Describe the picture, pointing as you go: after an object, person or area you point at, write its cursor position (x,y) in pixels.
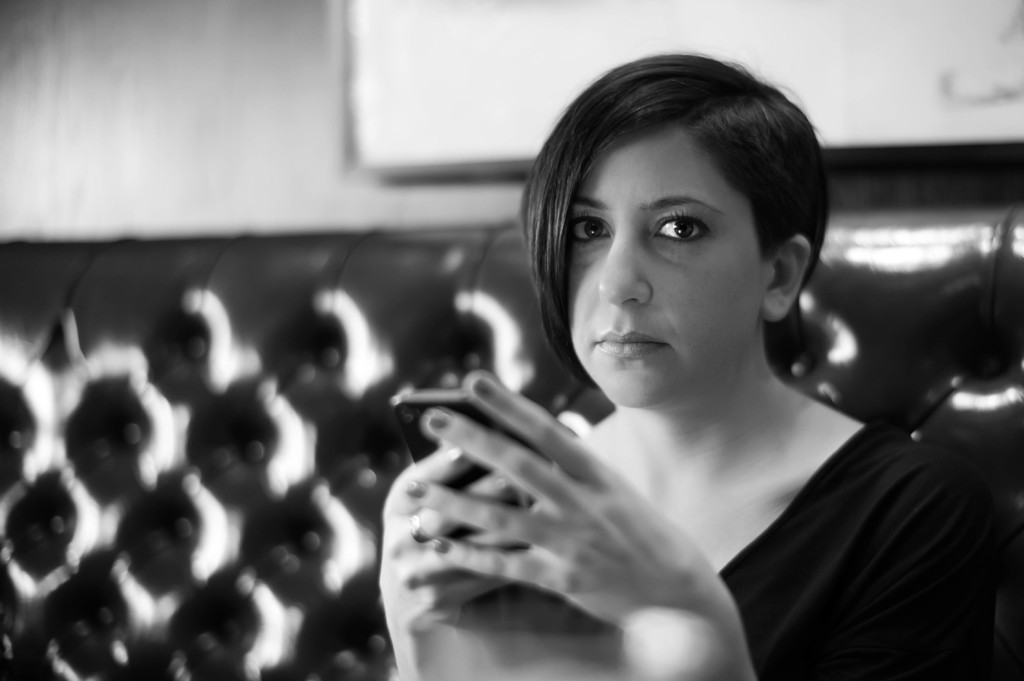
This is a black and white picture of a woman (638,349) holding a cellphone (488,419) sitting on sofa (227,412) in front of the wall (253,131).
